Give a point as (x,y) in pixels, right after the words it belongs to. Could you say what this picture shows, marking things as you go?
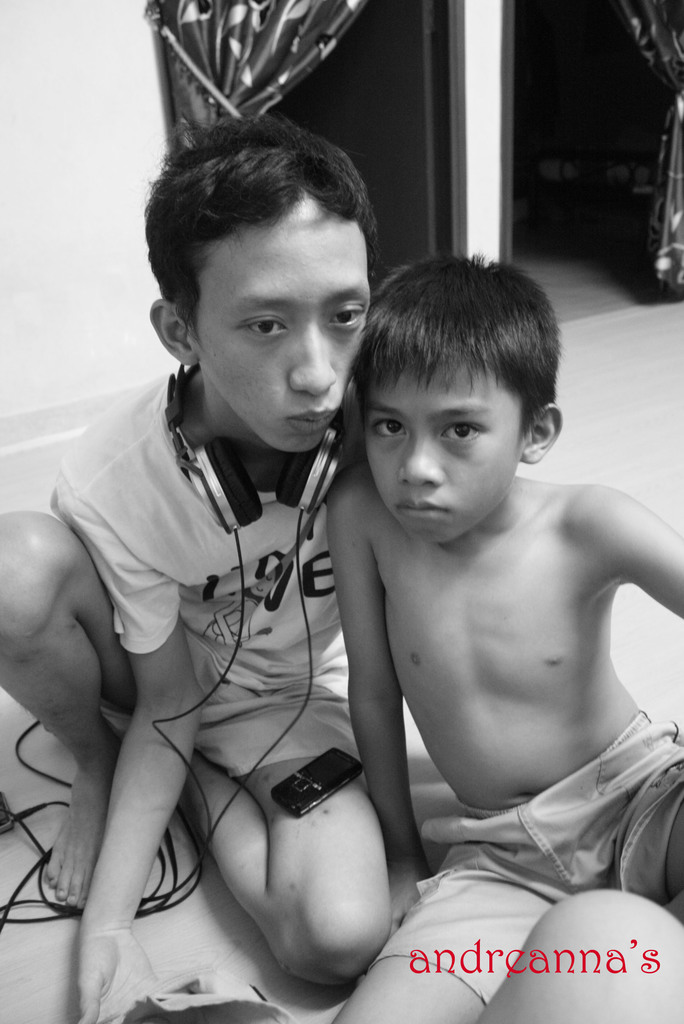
In this image I can see two boys (370,601) are sitting on the floor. On the left side of the image (223,459) I can see a headphone (297,462) around the one boy's neck (247,460) and on his thigh (272,816) I can see a cell phone (285,797). On the bottom right side of the image (616,948) I can see a watermark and in the background (214,63) I can see two curtains (266,57). I can also see this image is black and white in colour.
